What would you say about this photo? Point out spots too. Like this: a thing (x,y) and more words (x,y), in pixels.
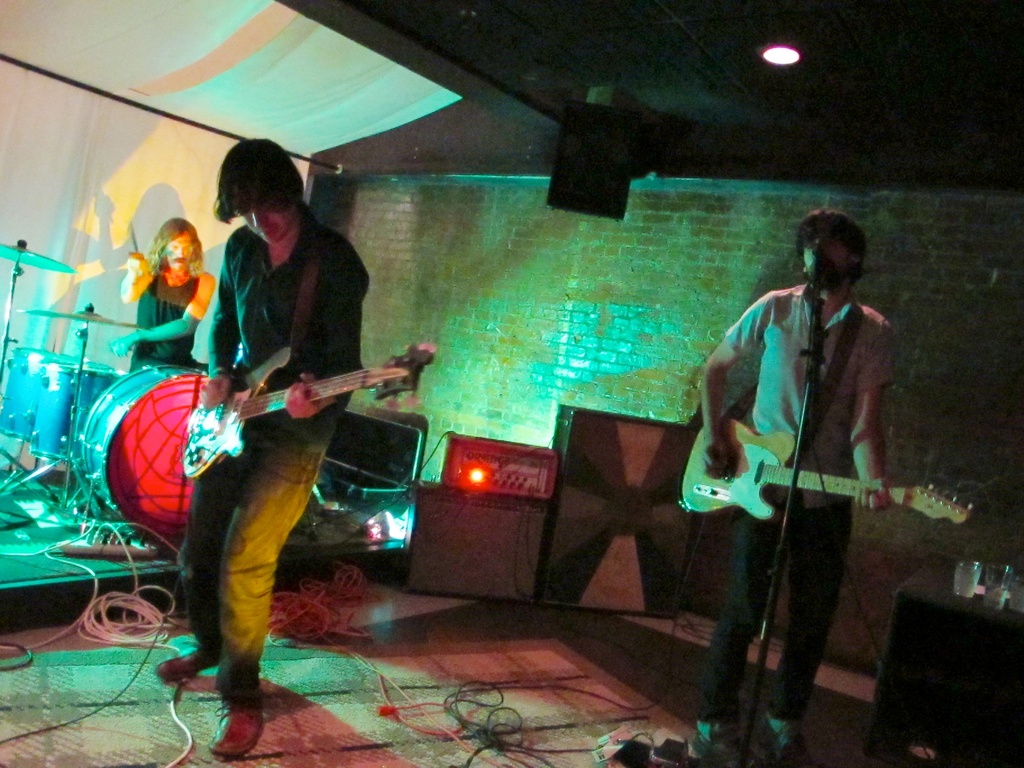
As we can see in the image there are three people (275,463), two of them are holding guitar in their hands (231,405) and one man (146,278) is playing musical drums (120,405).
